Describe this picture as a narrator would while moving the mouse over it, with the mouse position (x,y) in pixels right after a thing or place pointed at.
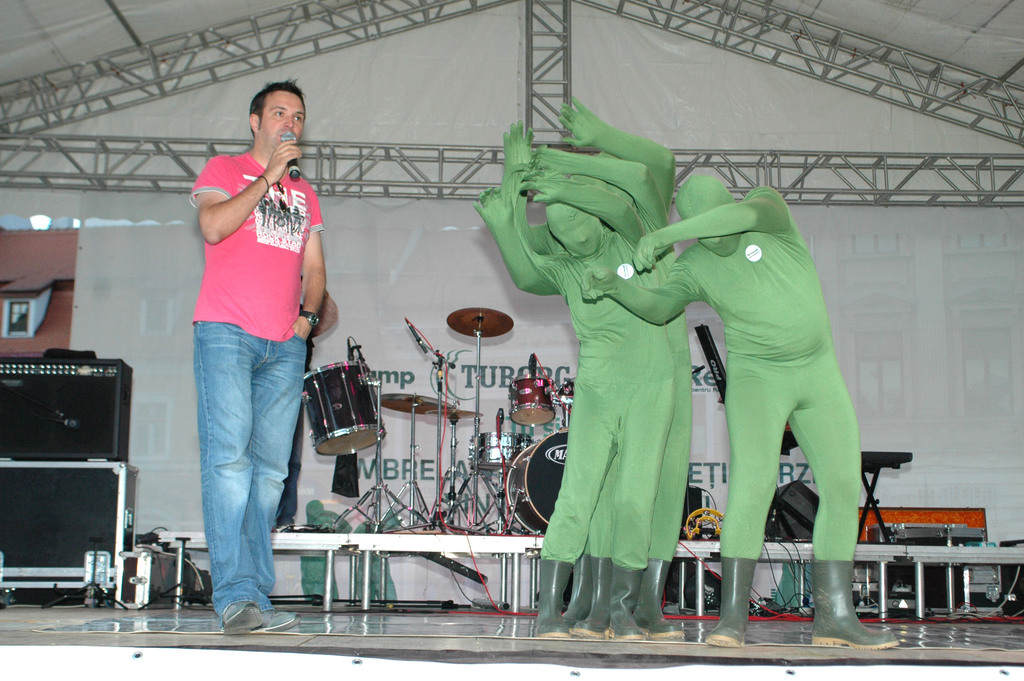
This picture shows a few people (622,543) standing on the dais (780,632) and we see a man (291,123) standing and holding a microphone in his hand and speaking and we see few people (599,252) dancing they wore green color masks (645,352) and we see drums (551,408) and couple of musical instruments (868,461) on the table (318,536) and we see speakers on the side.
